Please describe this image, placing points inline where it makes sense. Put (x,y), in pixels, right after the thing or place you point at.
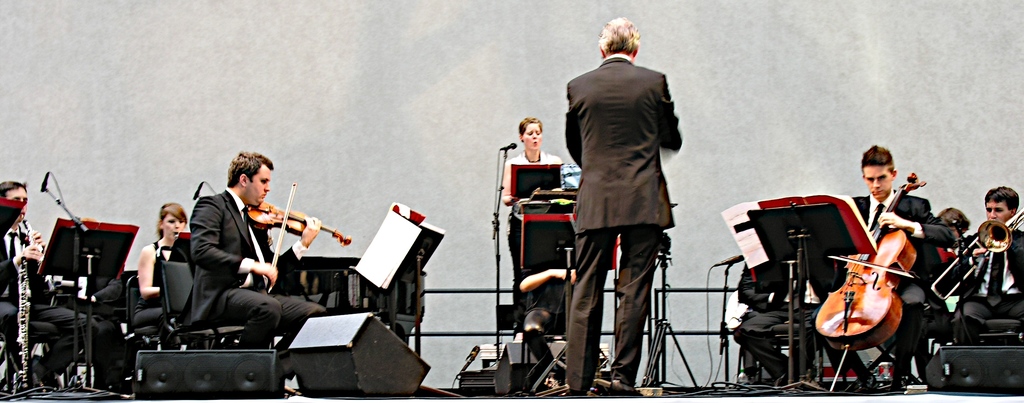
In this picture there are group of people (941,238) who are sitting and playing musical instruments (26,349). There is a paper (385,271), mic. A woman (523,161) and a man (581,136) are standing in the middle of the image (617,195).
